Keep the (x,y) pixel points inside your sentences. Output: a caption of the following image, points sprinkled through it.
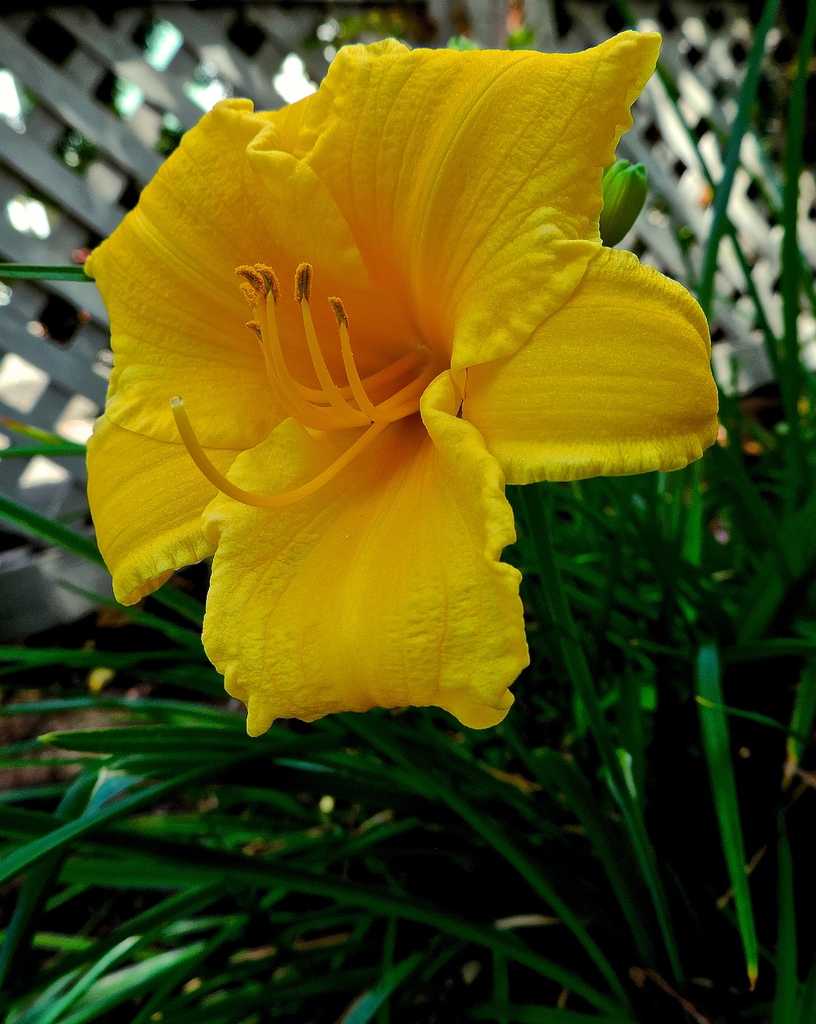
In this image we can see a flower (421,365) which is of yellow color and at the background of the image (22,301) there is some fencing (742,232).
